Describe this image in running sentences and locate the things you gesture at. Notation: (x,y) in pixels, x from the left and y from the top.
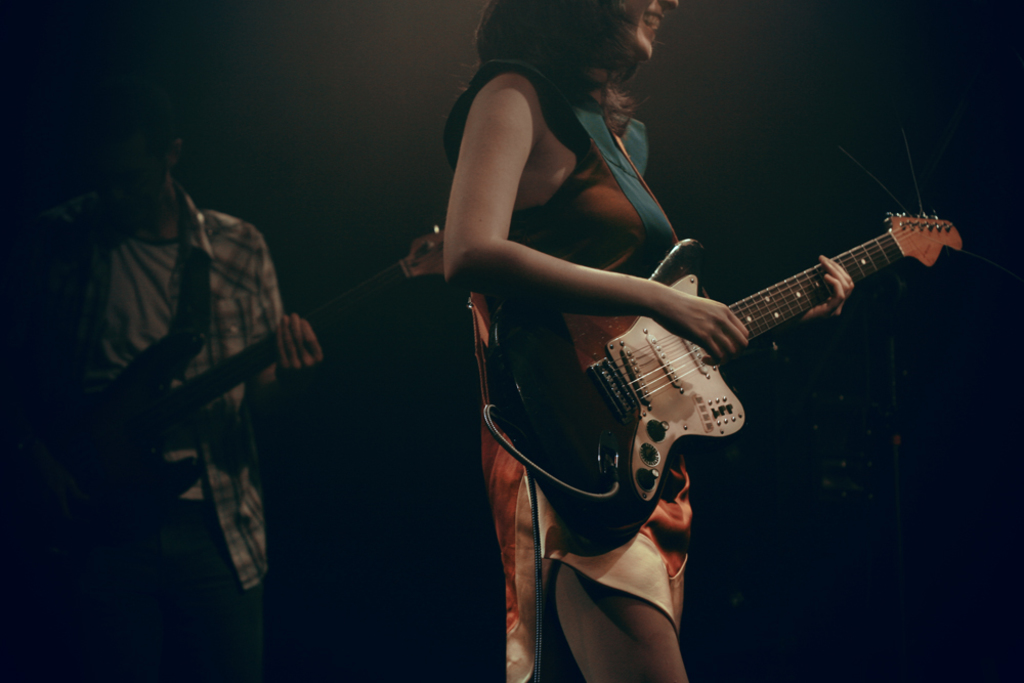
There is a woman (518,100) standing at the center (493,322). She is holding a guitar (955,236) in her hand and she is smiling. There is a man (253,291) standing on left side (117,477) and he is holding a guitar (200,387) in his hand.
